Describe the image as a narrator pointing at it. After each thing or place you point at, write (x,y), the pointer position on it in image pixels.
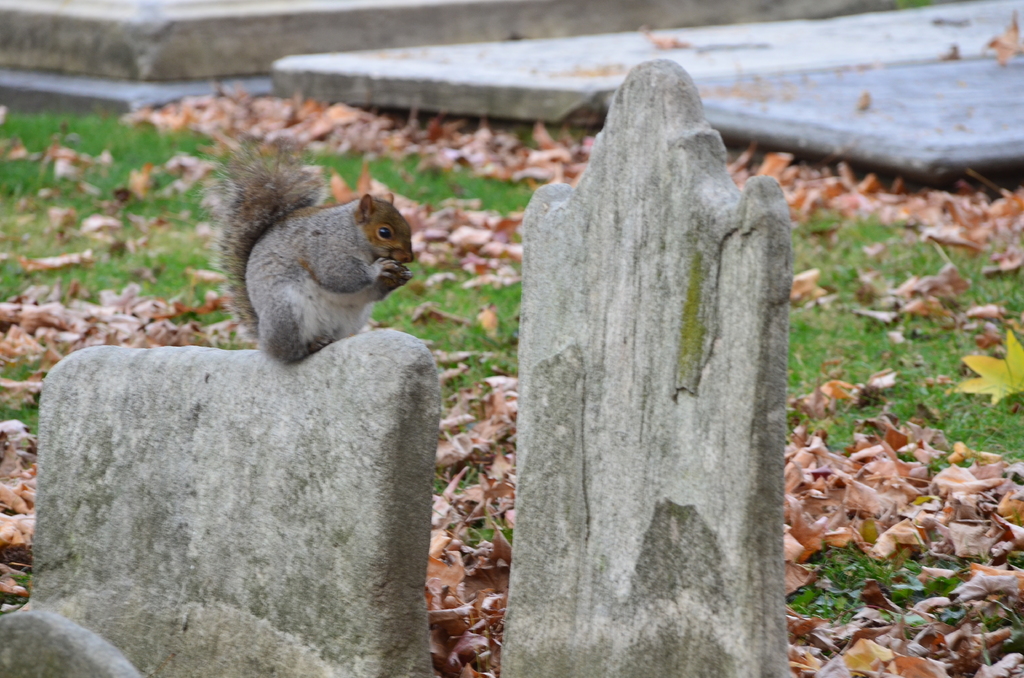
In this image we can see a gray squirrel (319,296) on the concrete structure (412,460). In the background (1010,378) we can see the dried leaves (492,144) on the grass (935,358). We can also see the path (637,46).
